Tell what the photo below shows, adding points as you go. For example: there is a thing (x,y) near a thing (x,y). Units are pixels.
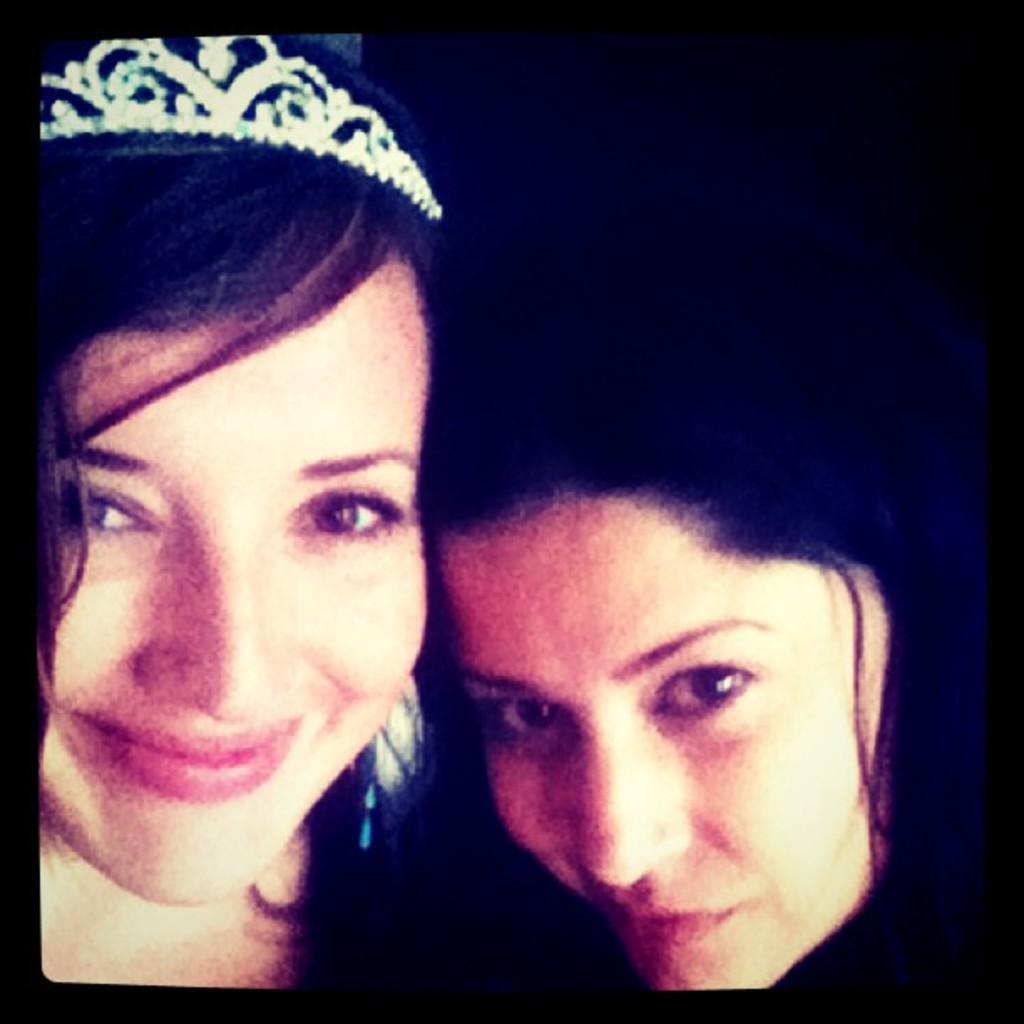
In this image we can see two girls (436,527). In the background (859,169) the image is dark.
